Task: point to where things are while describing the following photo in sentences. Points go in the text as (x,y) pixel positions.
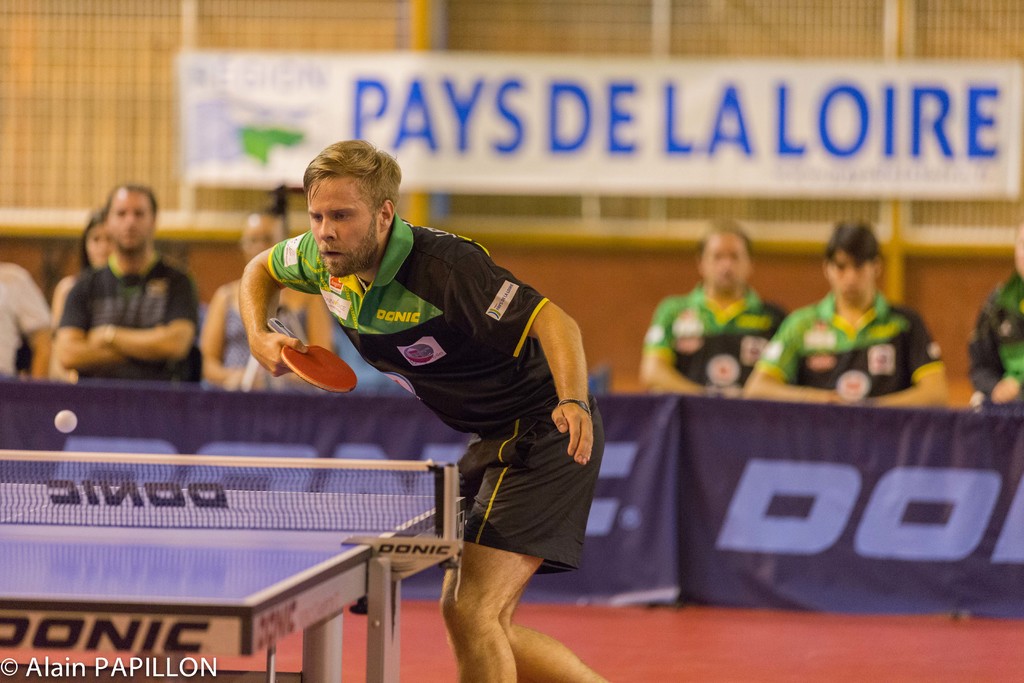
In this image I can see a person (313,276) playing table tennis. I can see a table (221,593), net (123,491), a ball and a table tennis bat (343,384) in his hand (264,331). I can see some people (147,341) standing and some people (834,303) sitting behind him and watching him. I can see a banner (1014,158) at the top of the image (630,109) with some text (822,116) and the background (824,99) is blurred.
